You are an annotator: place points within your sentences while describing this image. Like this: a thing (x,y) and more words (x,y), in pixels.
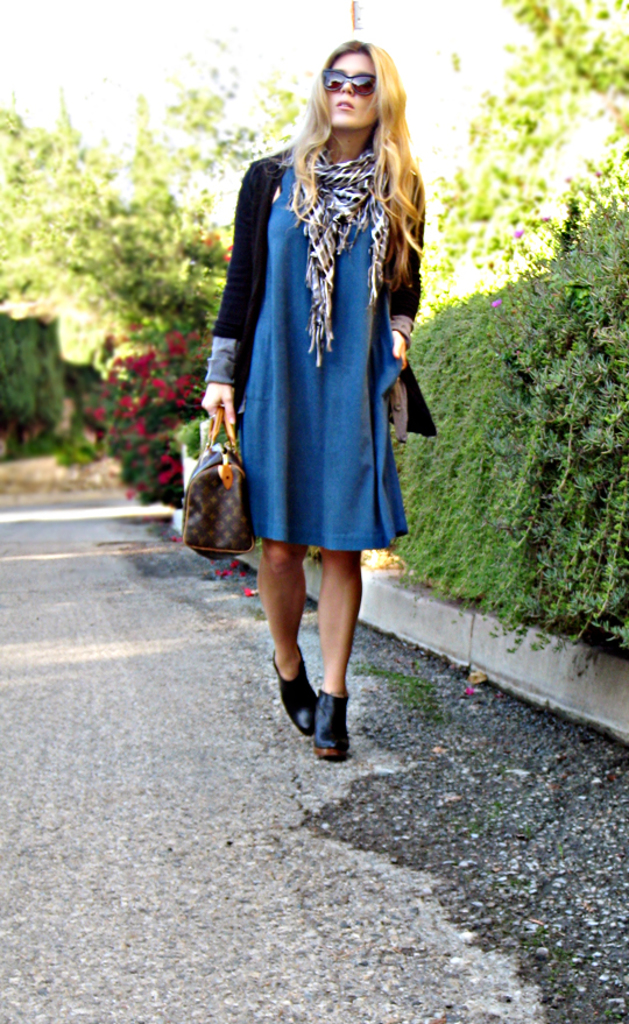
Here, we can see a woman (356,553) walking, she is holding a bag (241,465), she is wearing specs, there is a path (150,648), at the right side (561,498) there are some green color plants (529,311) and trees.
